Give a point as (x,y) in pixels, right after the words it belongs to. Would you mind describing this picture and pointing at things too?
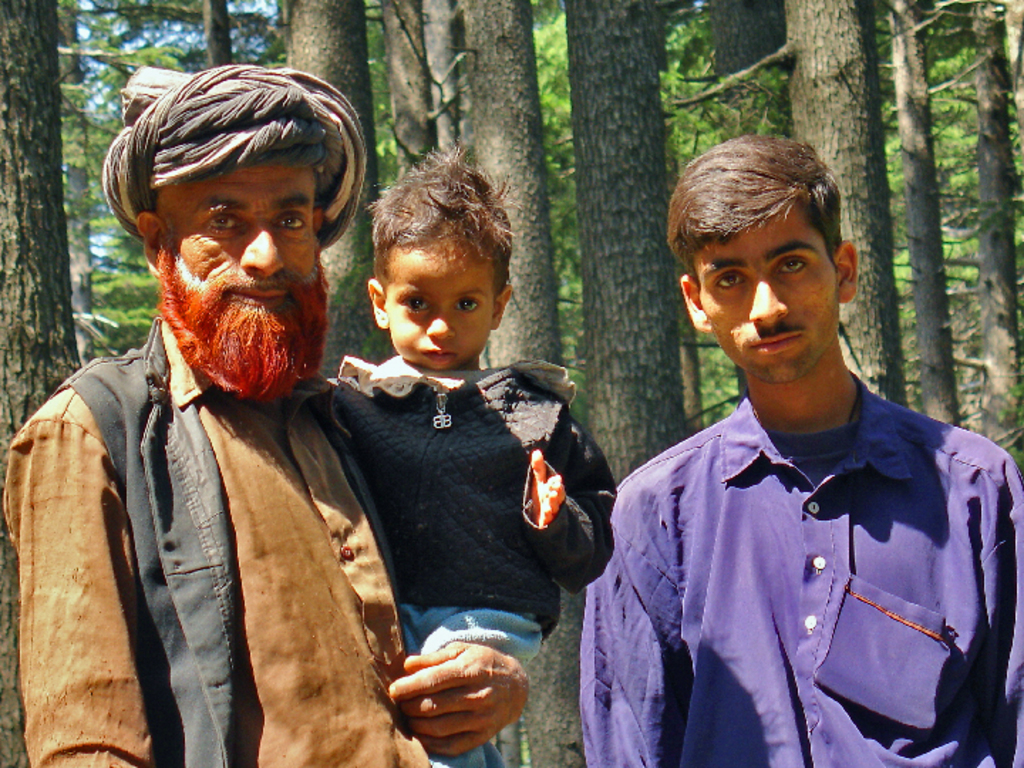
In the picture I can see two men (591,593) are standing among them the man (243,539) on the left side (248,503) is carrying a boy (412,556). In the background (732,118) I can see trees (692,97).
